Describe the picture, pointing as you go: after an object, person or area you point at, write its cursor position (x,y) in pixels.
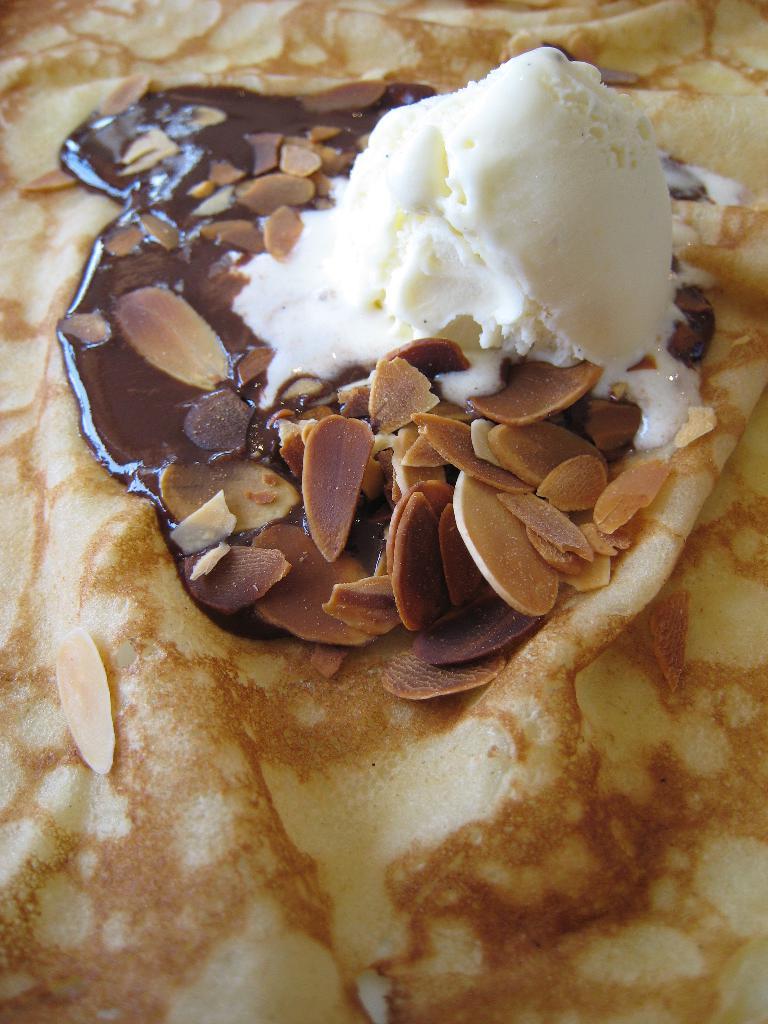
In the image we can see some food (224,60).
